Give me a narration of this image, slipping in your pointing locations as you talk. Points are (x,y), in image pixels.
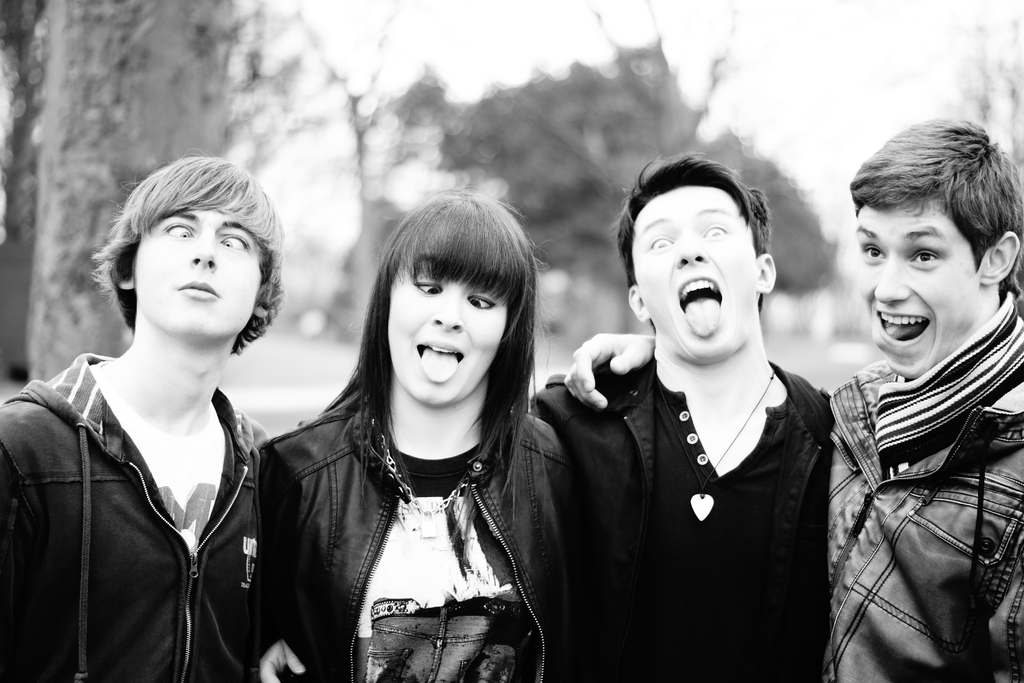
In the image we can see there are four people (714,393) wearing clothes (681,617), this is a neck chain (705,511) and a jacket (520,522). The background (81,88) is blurred.
